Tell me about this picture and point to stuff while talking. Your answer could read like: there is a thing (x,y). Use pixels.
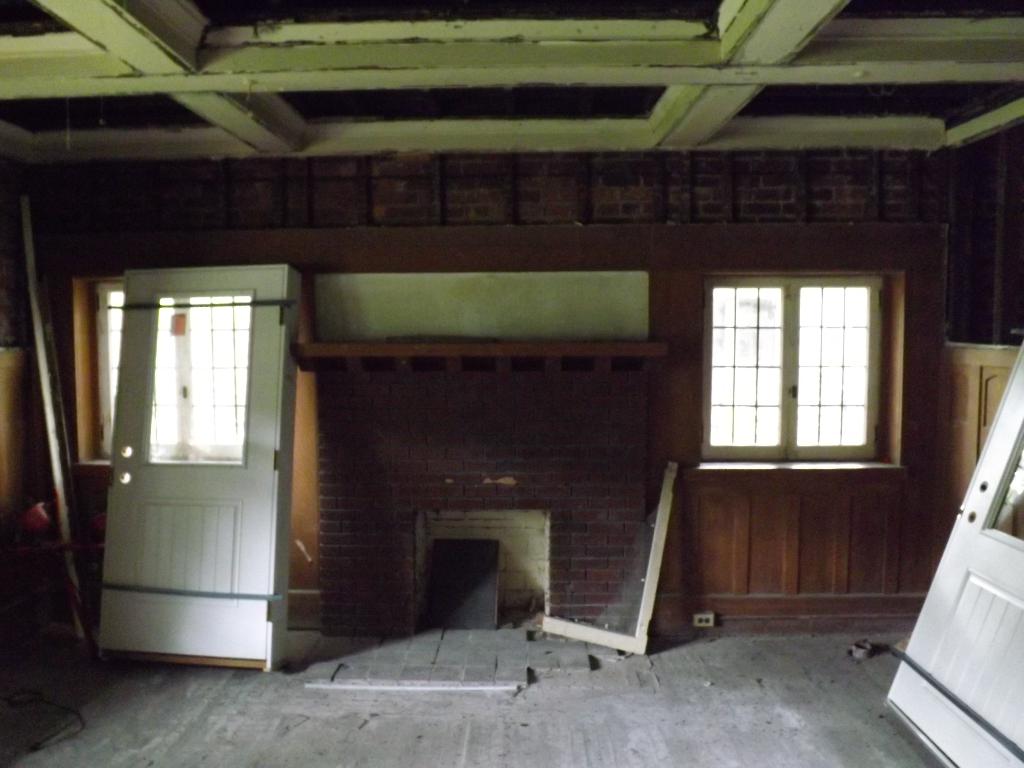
This is inside view of a room (629,236). We can see windows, wall (387,625), doors (200,541), broken object (597,610) and other objects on the floor (488,755).
